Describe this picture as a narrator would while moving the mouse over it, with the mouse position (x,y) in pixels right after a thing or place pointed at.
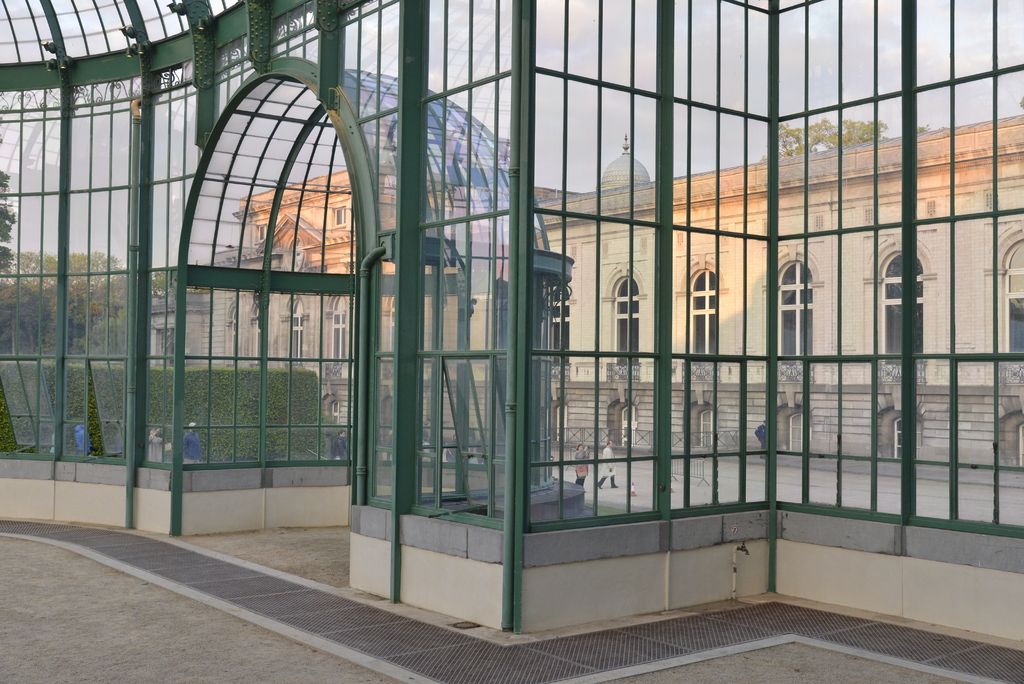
Here I can see a fencing (354,298) with metal rods (109,214) and glass (649,287). In the background (569,427) there is a building (784,269) and I can see many trees (36,331). Few people (608,473) are walking on the ground (648,492). At the top of the image (616,29) I can see the sky (577,29).
